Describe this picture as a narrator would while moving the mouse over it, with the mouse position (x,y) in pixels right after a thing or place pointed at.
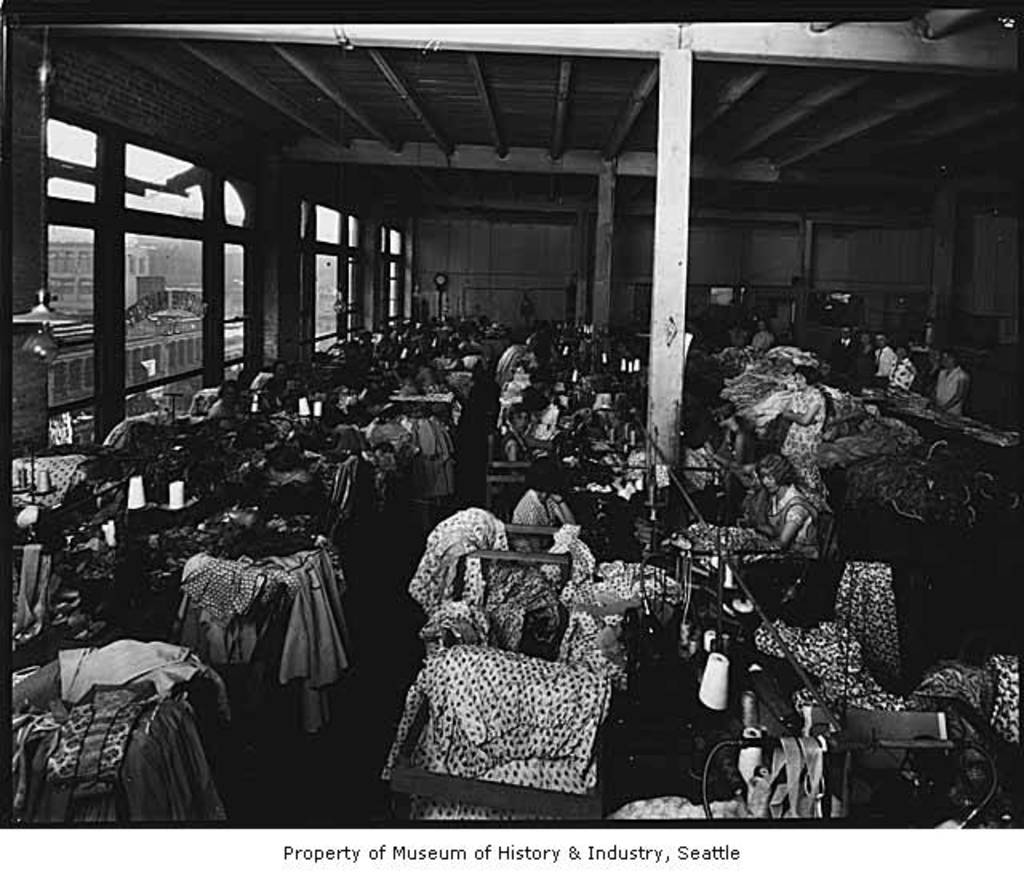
In this image I can see the black and white picture in which I can see number of persons (764,516) are sitting, few clothes (552,692) in front of them, few thread spools (710,635), few pillars (662,104), the ceiling (548,189) and the wall (488,271). I can see the glass windows (157,297) through which I can see few other buildings (131,297) and the sky (136,153).
